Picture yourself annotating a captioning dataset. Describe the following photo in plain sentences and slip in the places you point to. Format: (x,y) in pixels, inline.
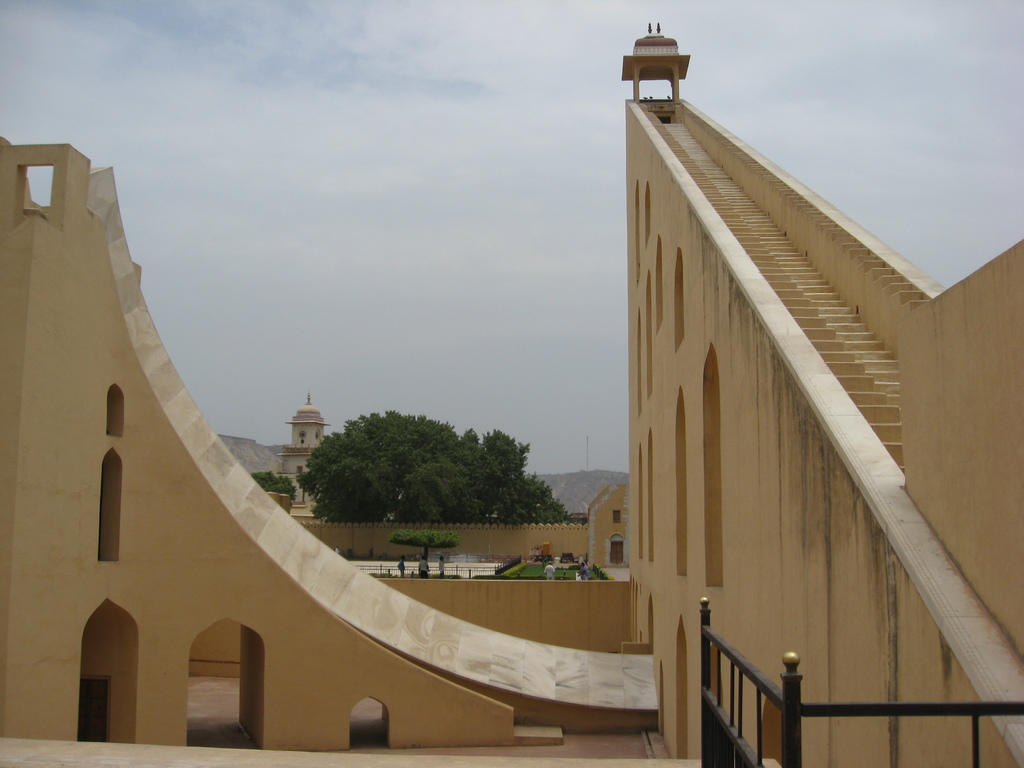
In this image I can see the buildings (486,618). In the background (421,493), I can see the trees (423,471) and clouds (400,188) in the sky (365,230).
